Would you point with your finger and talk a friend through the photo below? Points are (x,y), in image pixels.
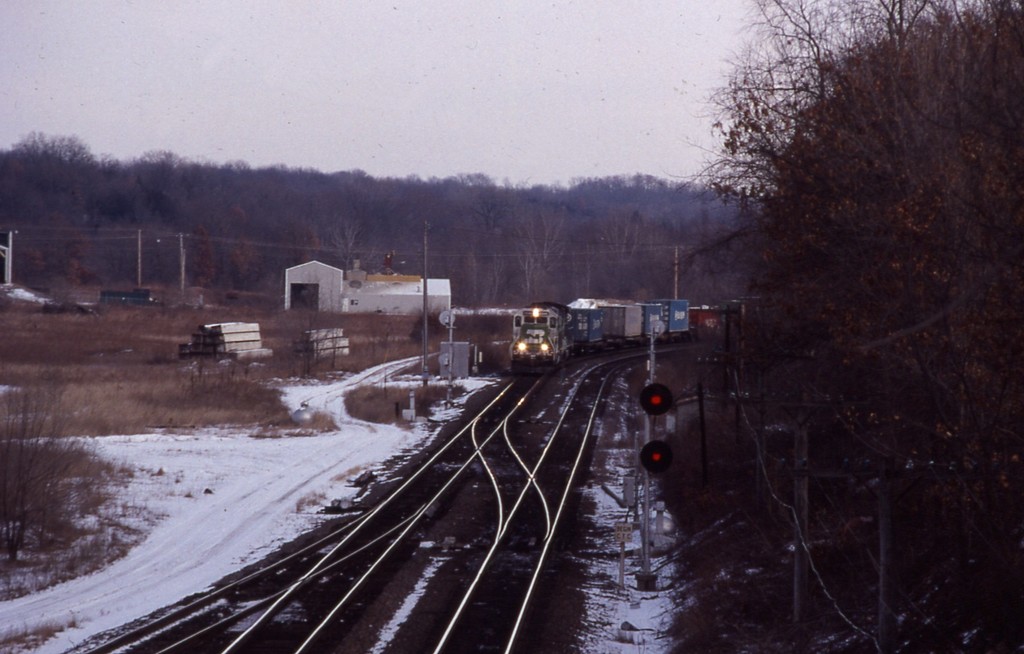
In this picture we can see train (519,358) moving on the track (533,499), side we can see some trees (819,365), poles (738,301) and signal lights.
